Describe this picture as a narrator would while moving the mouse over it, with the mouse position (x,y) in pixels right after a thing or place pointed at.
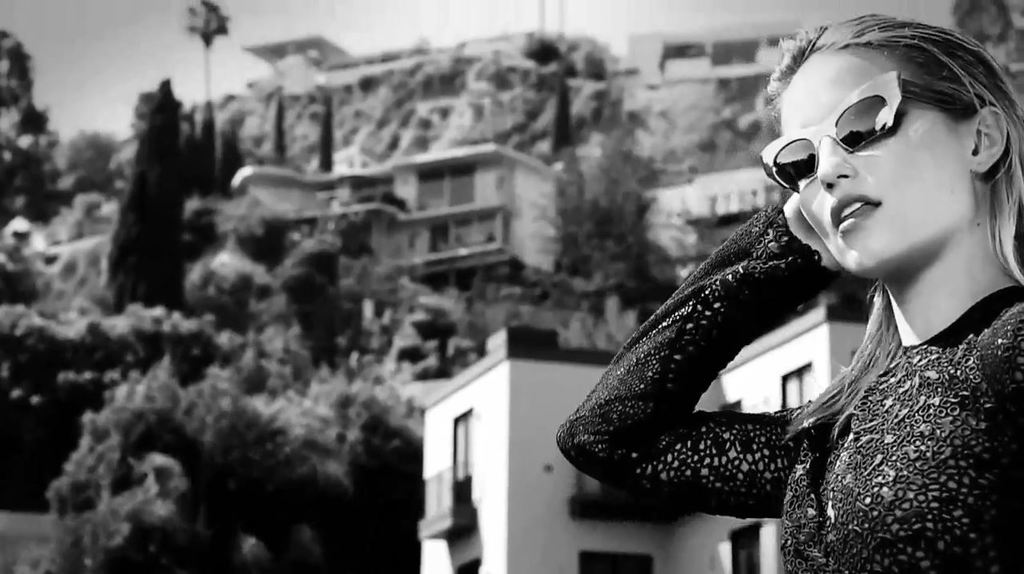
It is a black and white picture. On the right side of the image (922,276), we can see one woman (868,186) standing and she is wearing sun glasses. In the background (528,203) we can see the sky (297,11), buildings (466,258), trees (565,103), windows (462,239), poles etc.
